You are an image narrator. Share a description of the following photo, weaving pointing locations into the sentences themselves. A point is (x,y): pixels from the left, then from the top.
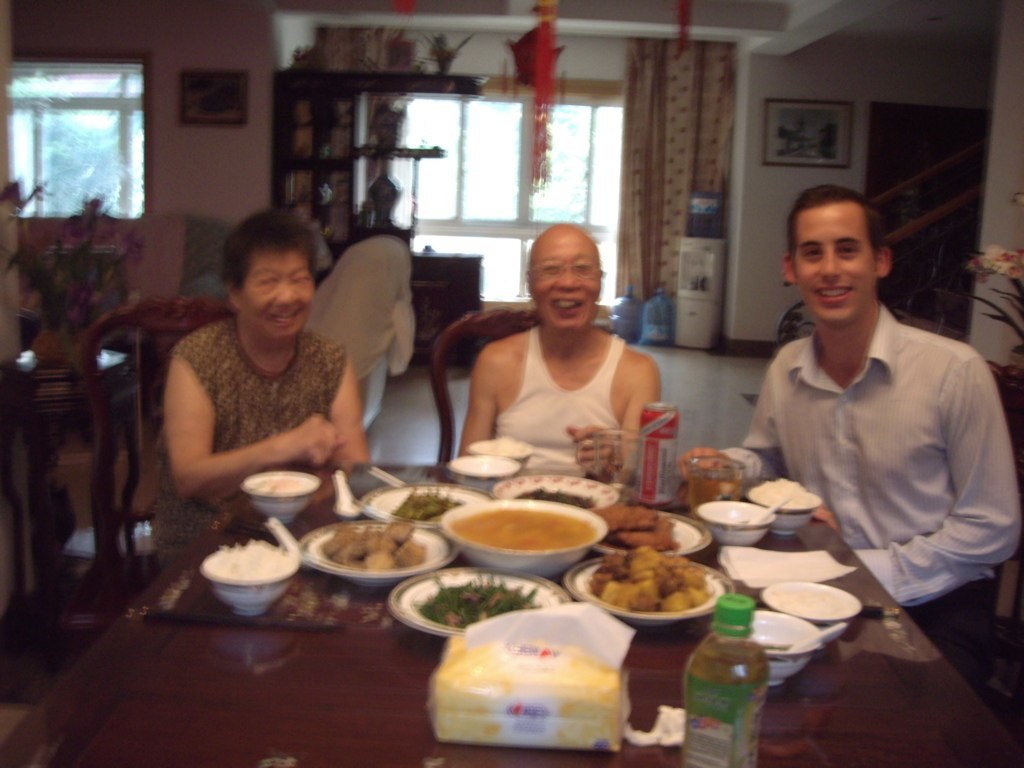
This picture shows three people (887,452) seated on the chairs (200,307) and we see some food items (602,597) in the bowls (536,485) on the table (959,715).
